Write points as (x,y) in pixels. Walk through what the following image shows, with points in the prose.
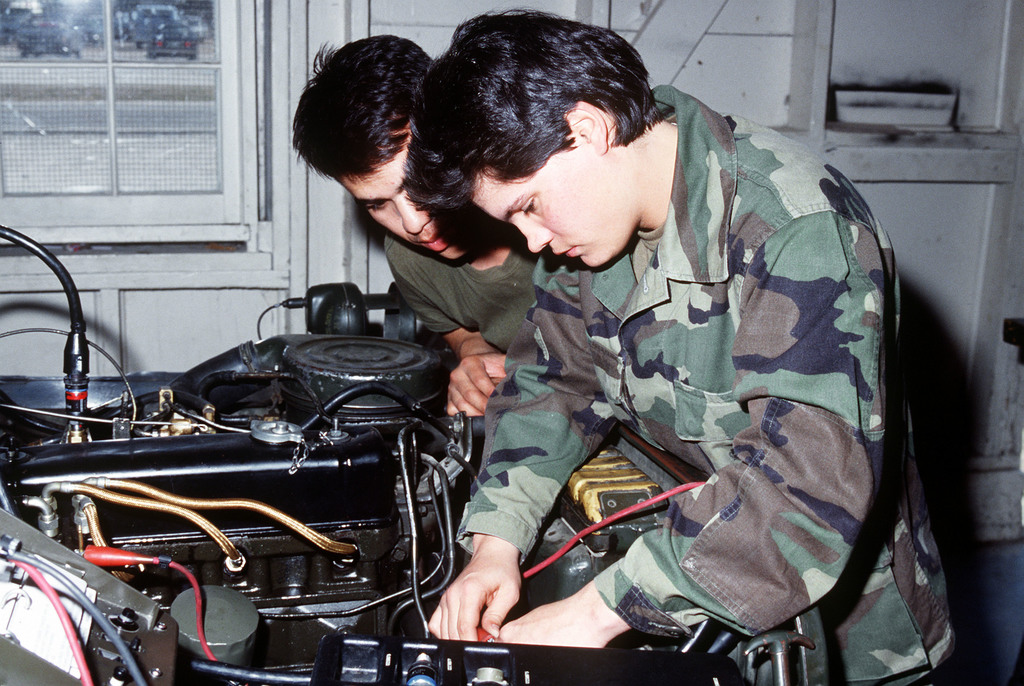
In this image we can see two persons (467,343) are standing, in front (230,653) here is the electric machine (177,438), here are the wires (160,492), here is the window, here is the wall (413,27).
